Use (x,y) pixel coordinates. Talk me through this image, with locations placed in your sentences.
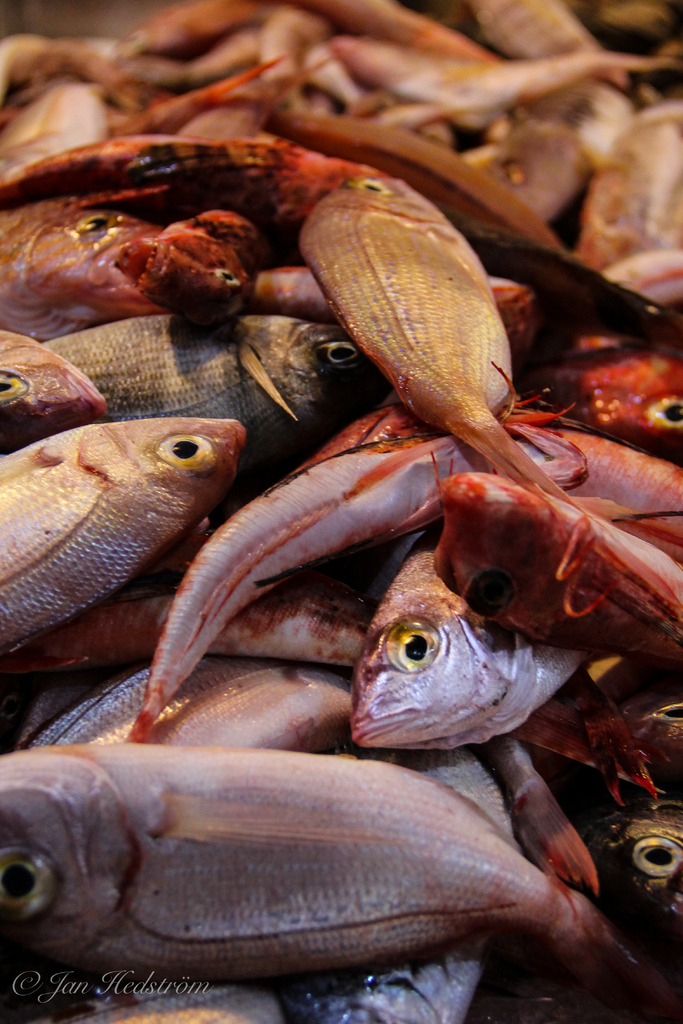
In this picture we can see fish (152,33). In the bottom left side of the image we can see text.
